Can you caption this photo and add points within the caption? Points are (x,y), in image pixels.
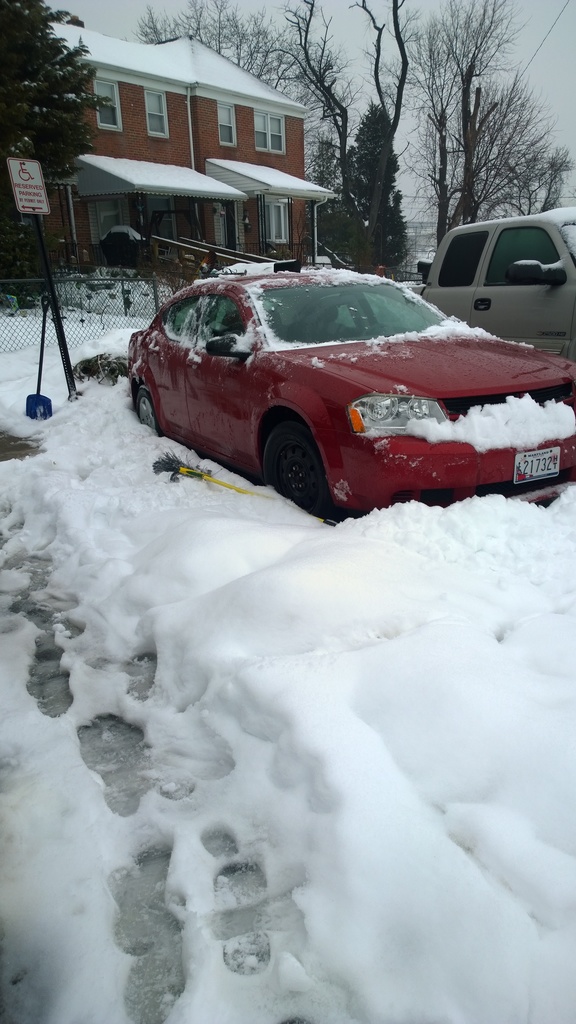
This is the picture of a place where we have a building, cars (316,367) on the snow floor (262,641) and around there are some trees (60,93) and cars (451,273).
